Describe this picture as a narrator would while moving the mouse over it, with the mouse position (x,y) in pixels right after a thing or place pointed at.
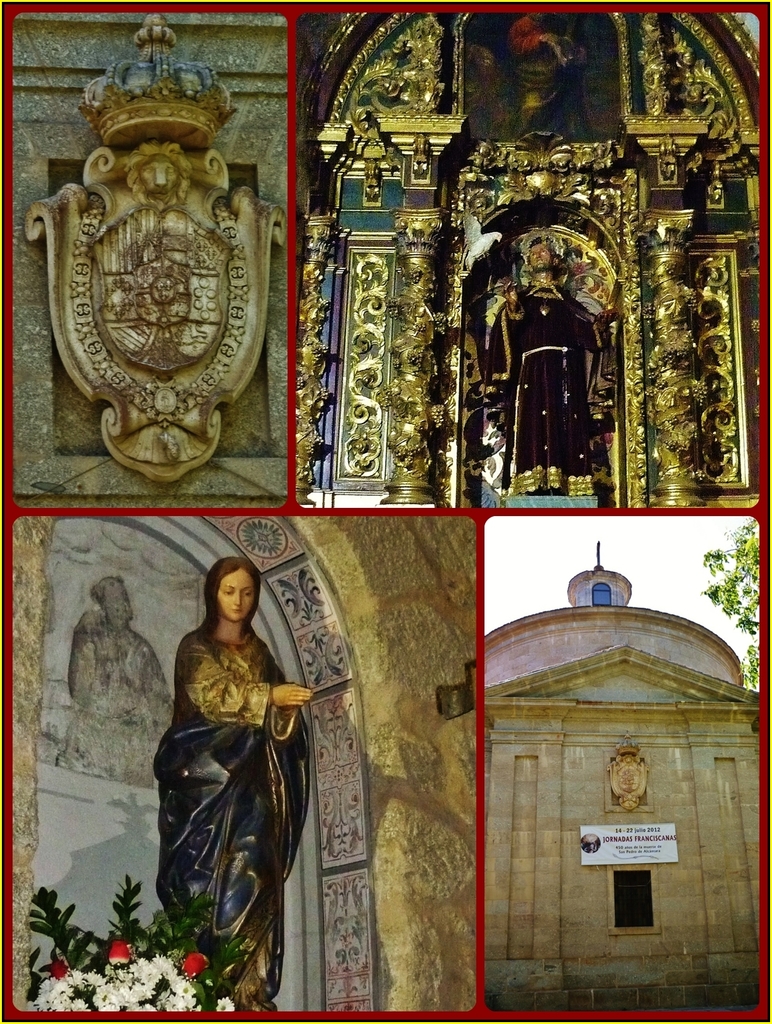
In this image there is a collage, there is a sculpture of god (527,361), there is a sculpture (137,188) on the wall (81,431), there is a tree (747,608) truncated towards the right of the image (743,590), there is the sky (692,572), there is a building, there is a board (621,843) on the building (605,818), there is text (633,847) on the board (626,836), there is a plant (142,962) truncated towards the bottom of the image (189,957), there is a wall (364,881).
